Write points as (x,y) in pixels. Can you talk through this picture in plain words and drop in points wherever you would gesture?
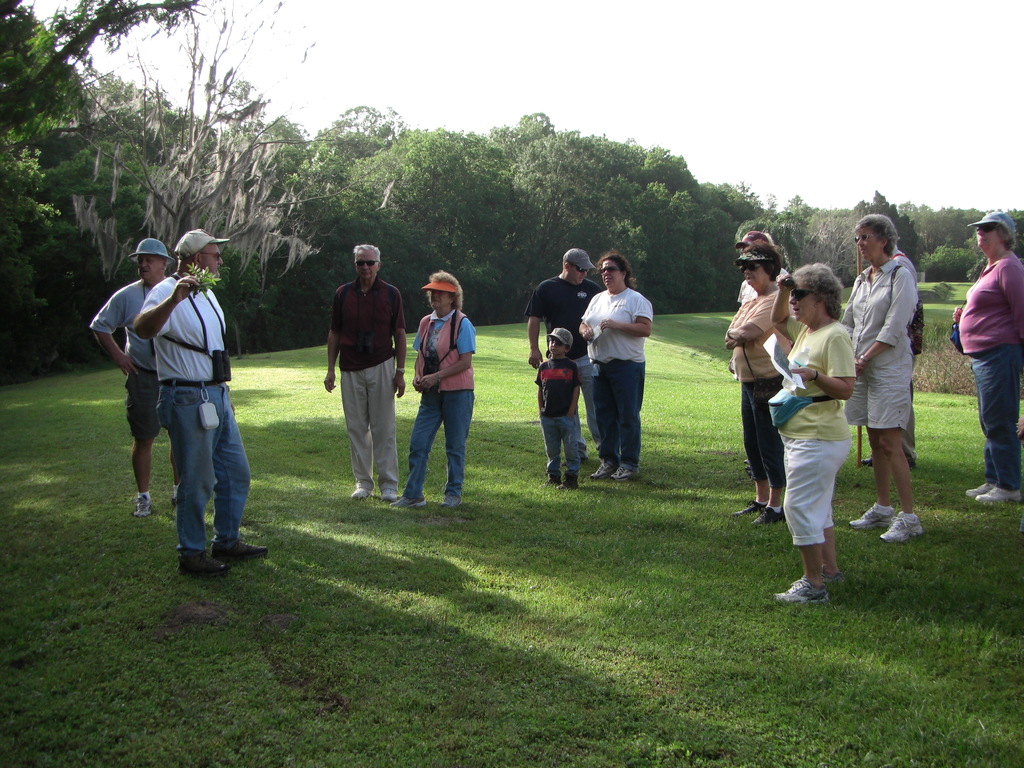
This picture is clicked outside. In the center (620,278) we can see the group of persons (350,375) standing on the ground (1018,508). The ground (896,615) is covered with the green grass (499,561). In the background (494,48) there is a sky (1016,51), trees (723,226) and some plants (947,250).
